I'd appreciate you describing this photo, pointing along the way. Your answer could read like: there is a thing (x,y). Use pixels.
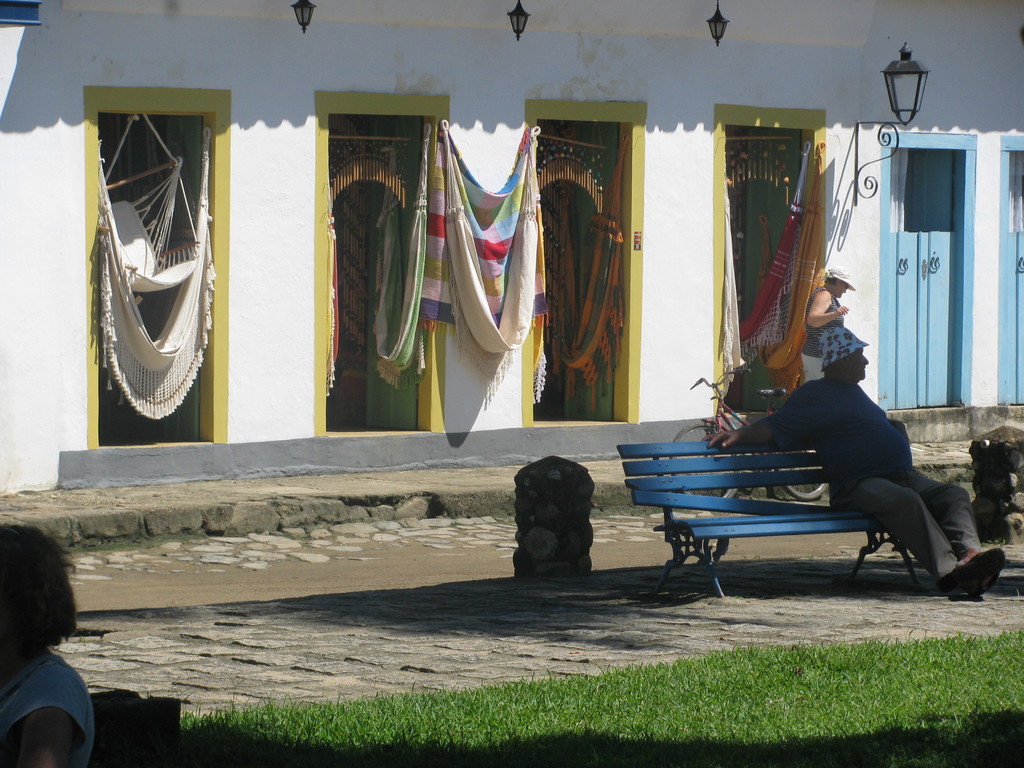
There is a door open with access with hammocks (204,240) hanging and in front of that there is a seat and man (968,587) sitting on that and a rock pillar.
